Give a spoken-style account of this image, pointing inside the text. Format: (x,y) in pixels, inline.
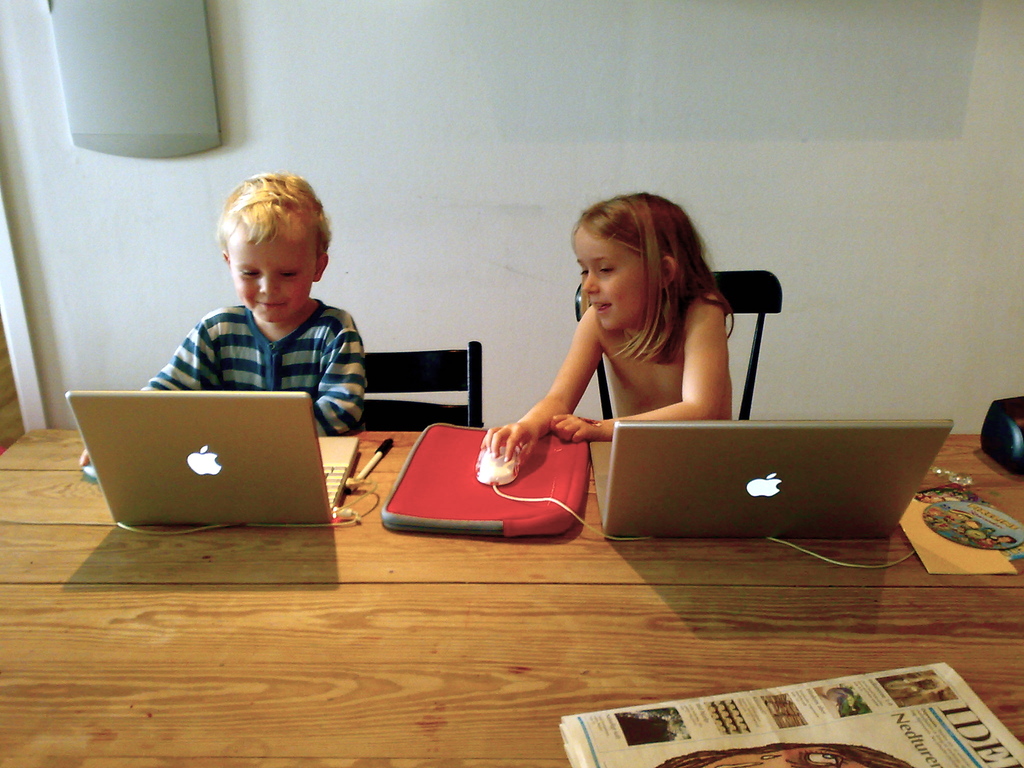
In this picture we can see two children (267,346) sitting on the chairs (433,367). This is table (402,697). On the table (385,707) there are laptops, mouse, and a paper (817,753). On the background (901,151) there is a wall (830,123).
